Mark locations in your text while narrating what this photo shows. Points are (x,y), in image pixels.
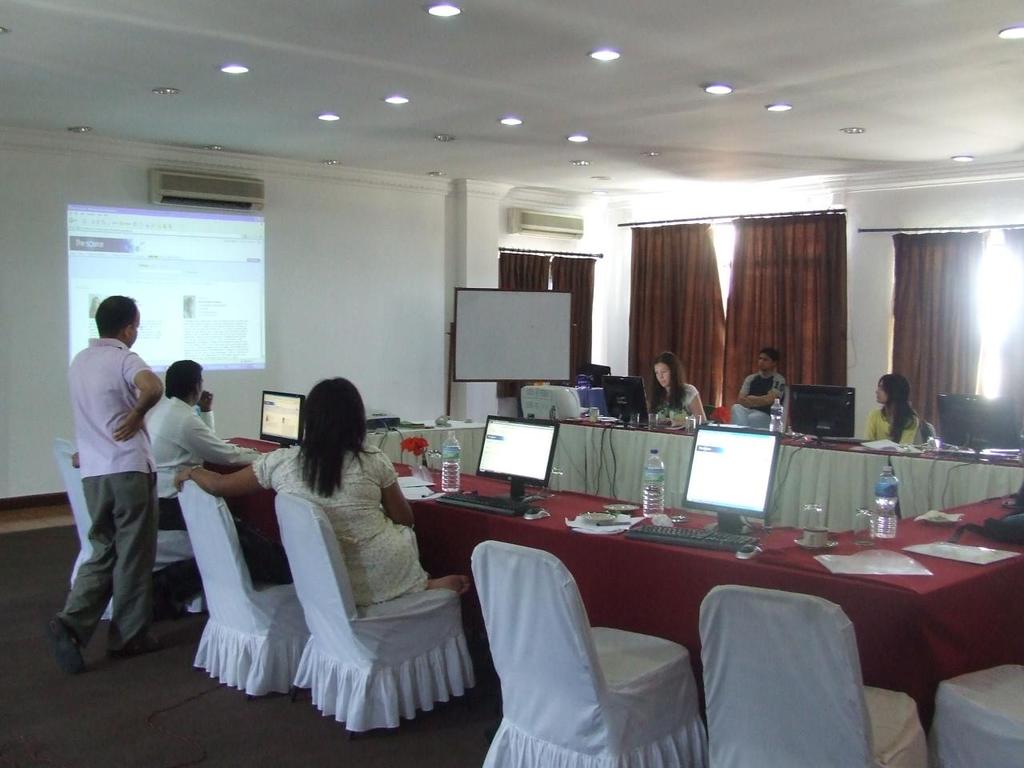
In the image few people (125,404) are sitting on the chairs (329,612). In the middle of the image (662,428) there is a table (577,549) on the table (973,470) there are some monitors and water bottles (878,520) and papers (838,564). Top left side of the image (91,233) there is a screen (108,222). At the top of the image (399,137) there is a roof (514,53) and lights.
